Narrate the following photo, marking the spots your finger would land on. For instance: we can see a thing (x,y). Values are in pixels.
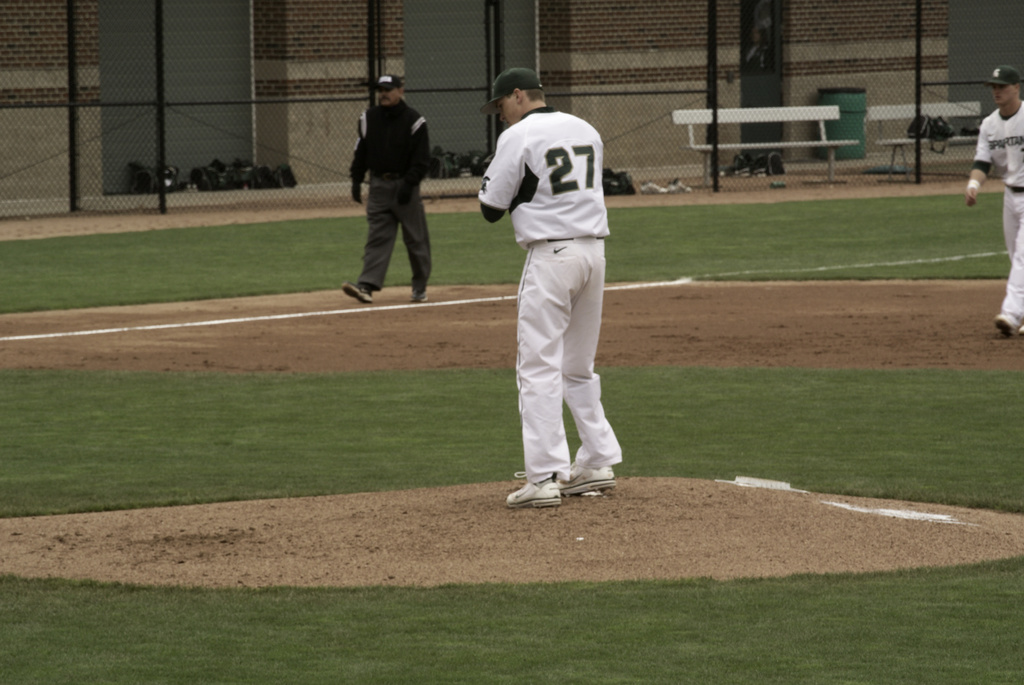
In this picture we can see a few people (1011,236) and some grass (216,470) on the ground (436,281). There are a few poles (72,155), benches (936,109), a mesh (245,192), bags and brick walls (689,34) in the background (854,45).
